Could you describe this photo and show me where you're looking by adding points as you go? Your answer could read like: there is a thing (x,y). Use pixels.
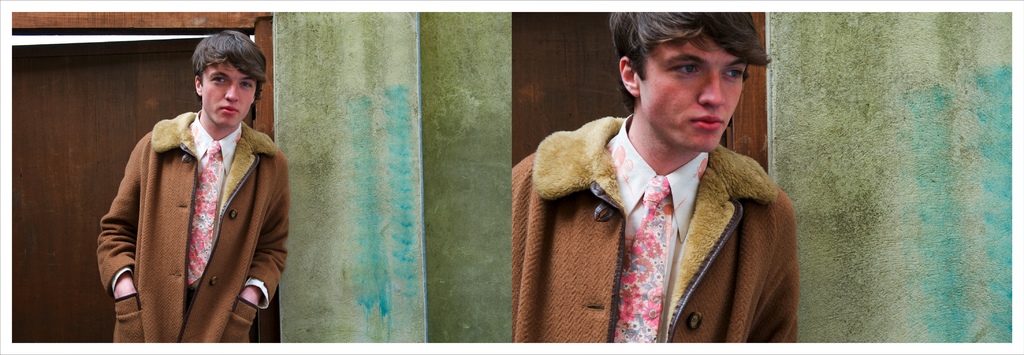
On the left (159,185) and right side of the image (703,169) a man (729,188) is present. In the background of the image (489,125) we can see a wall (443,63) and a door (156,89) are there.
